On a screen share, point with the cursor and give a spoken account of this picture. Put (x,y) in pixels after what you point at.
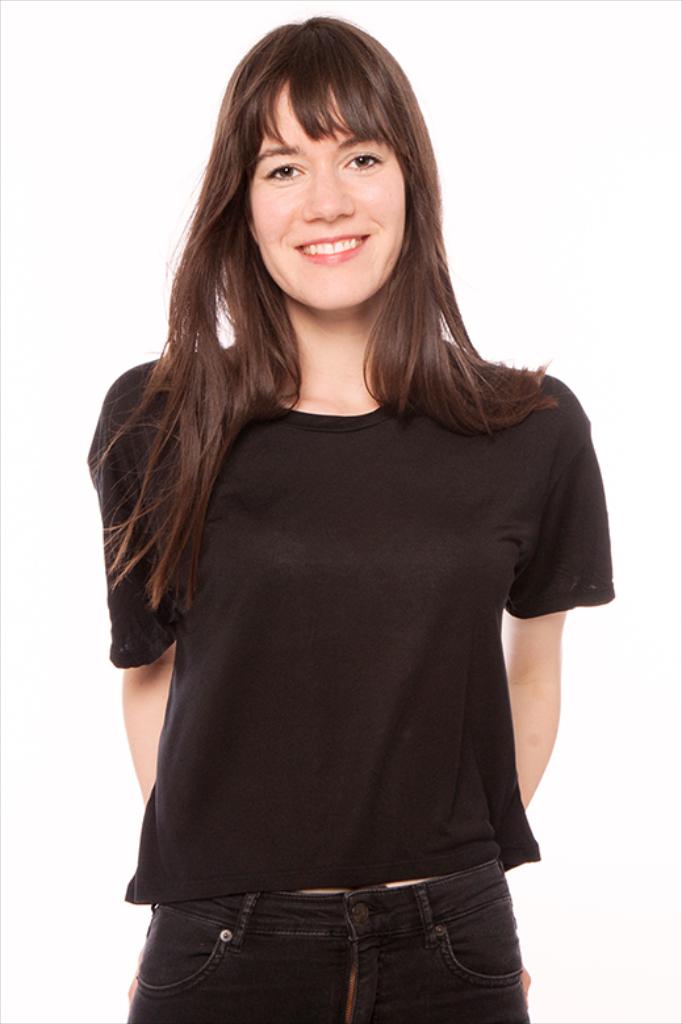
There is a woman (238,552) standing and smiling. In the background (248,13) it is white.
